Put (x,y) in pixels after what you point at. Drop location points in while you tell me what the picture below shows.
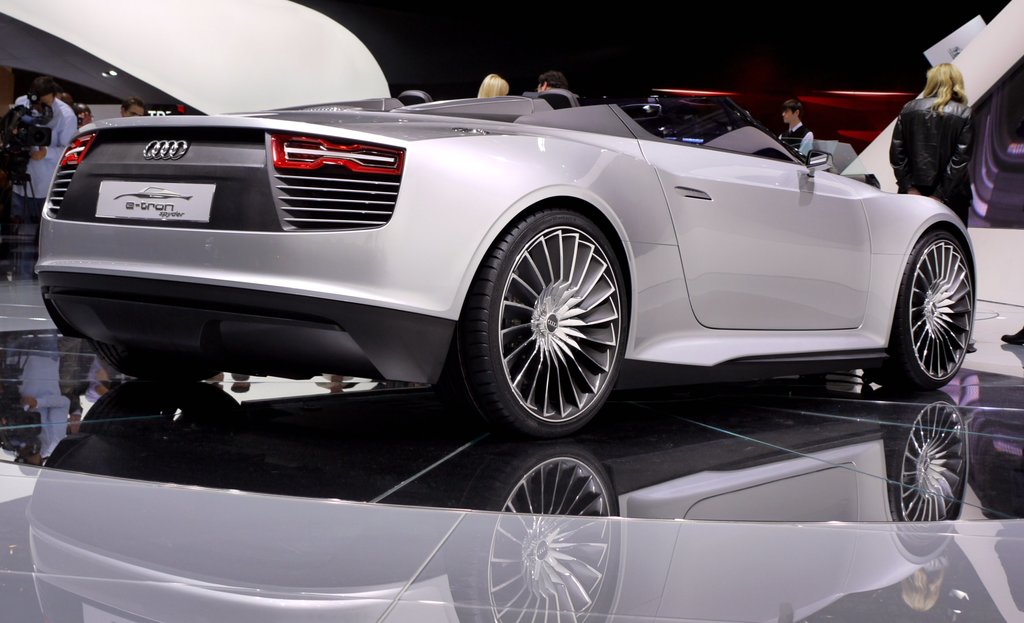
In the center of the image (462,324) we can see a car (596,266). On the left side of the image (50,161) we can see a man (44,172) is standing and holding a camera (49,141) with stand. In the background of the image (73,1) we can see the wall (468,53), lights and some people (68,97) are standing. At the bottom of the image (418,490) we can see the floor (365,480).
